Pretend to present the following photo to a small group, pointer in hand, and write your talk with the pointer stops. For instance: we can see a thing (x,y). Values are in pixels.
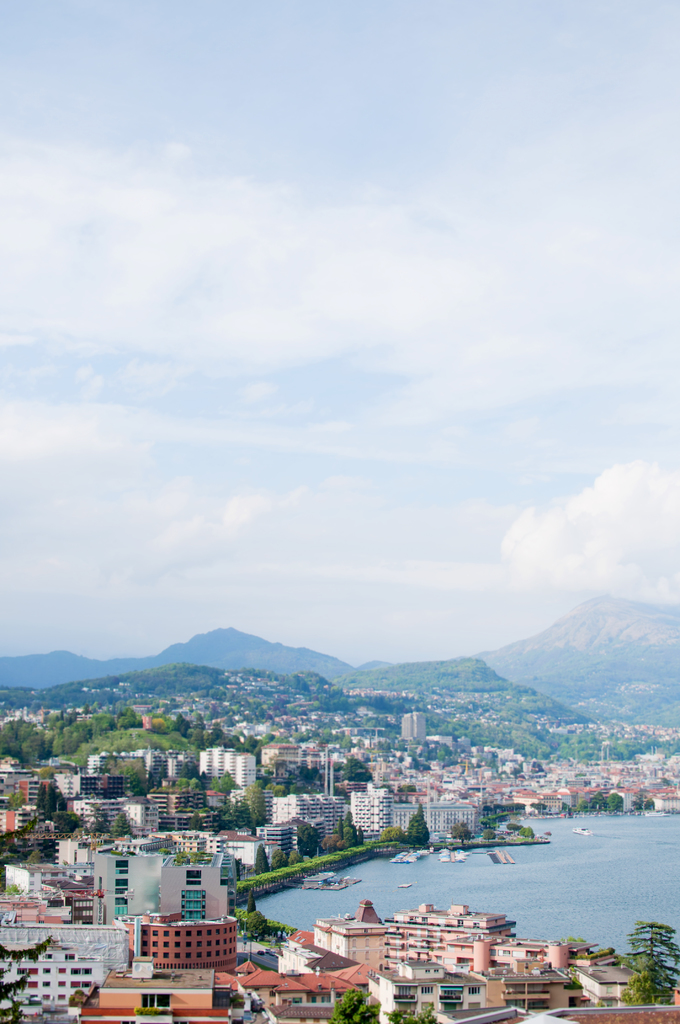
In this image I can see there are houses (215,844) and buildings (247,840), on the right side (523,876) it is the lake (576,872). At the top (459,335) it is the cloudy sky (404,325).
